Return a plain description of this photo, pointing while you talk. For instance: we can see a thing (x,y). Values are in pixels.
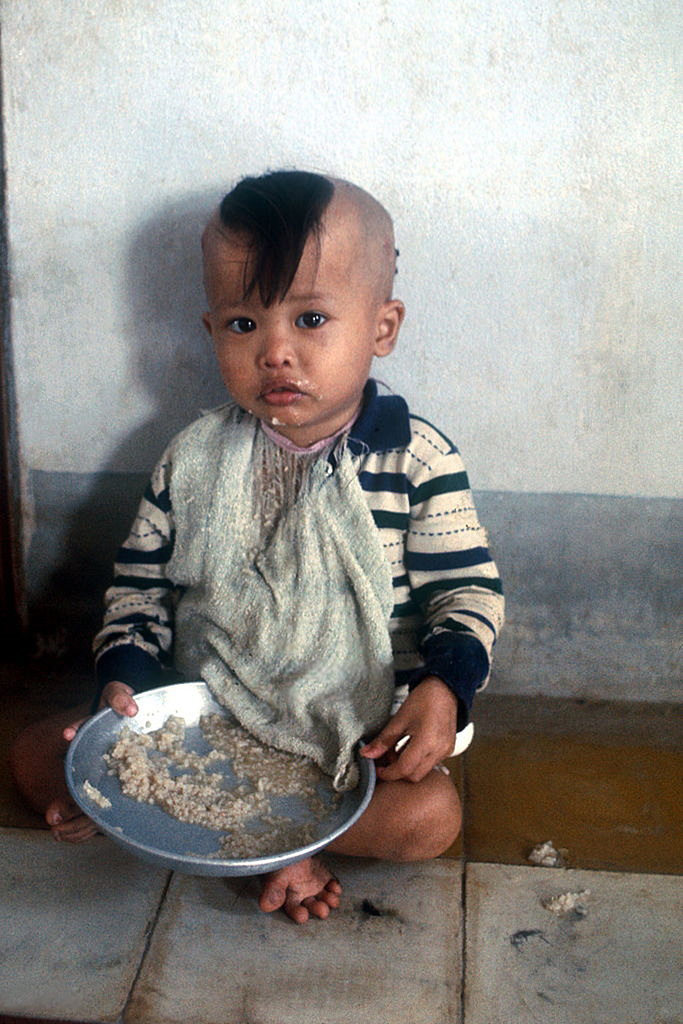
This is a boy (441,719) sitting and holding a plate (167,697). This looks like a wall (579,375). At the bottom of the image (492,944), I can see the floor (478,976).
